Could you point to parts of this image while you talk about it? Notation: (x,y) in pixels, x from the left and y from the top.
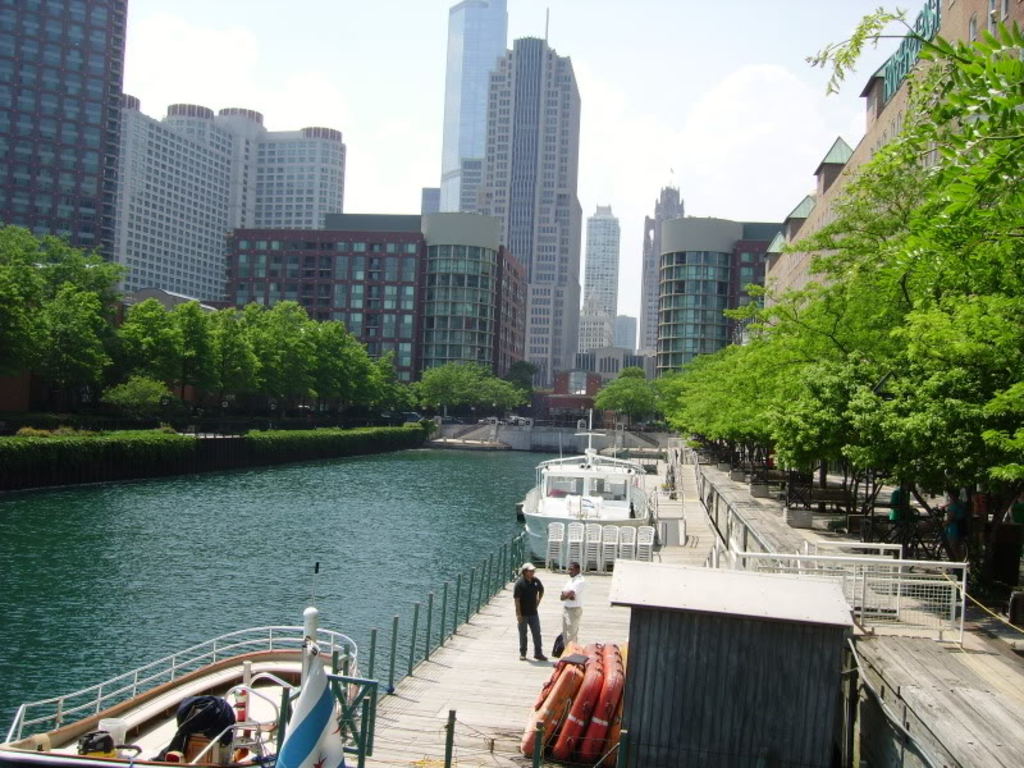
On the left side (197,545), there is water (229,539). Beside this water (184,547), there are boats (577,486), poles (412,645), persons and a shelter (686,653) on the platform (565,765). On the right side (862,613), there are trees (705,377), fences (874,618) and buildings (787,254). In the background (776,229), there are trees (38,304), buildings (264,269) and there are clouds (752,97) in the sky (729,16).
